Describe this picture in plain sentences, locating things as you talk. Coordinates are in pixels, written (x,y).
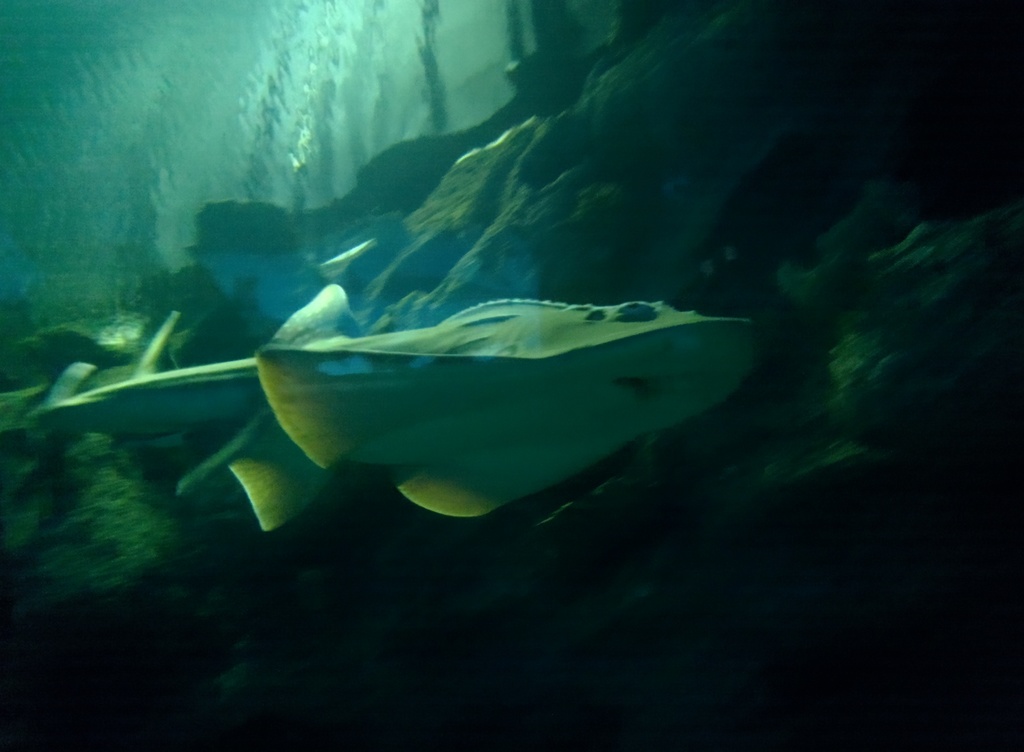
There is a sea animal (287,355) in the water (167,257). In the background (110,342), there is hill (489,262).
